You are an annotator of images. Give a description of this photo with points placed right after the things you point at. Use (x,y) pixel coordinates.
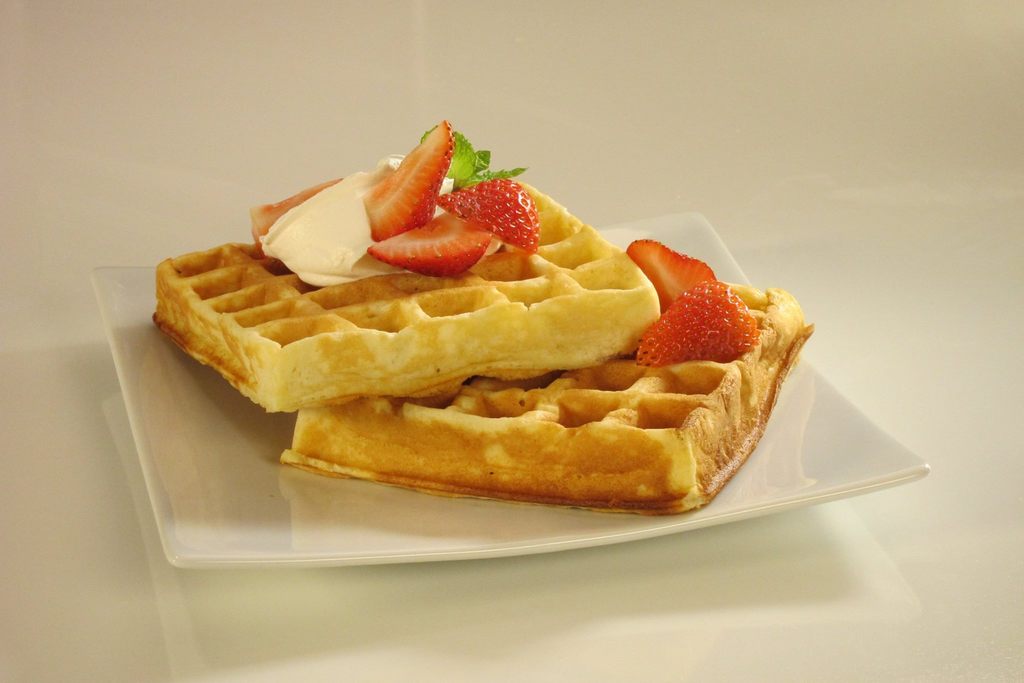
In this picture we can see a plate (260,500), we can see pieces of strawberry (479,248) and some food (518,301) present in the plate (270,490), at the bottom (407,625) there is surface (407,625).
